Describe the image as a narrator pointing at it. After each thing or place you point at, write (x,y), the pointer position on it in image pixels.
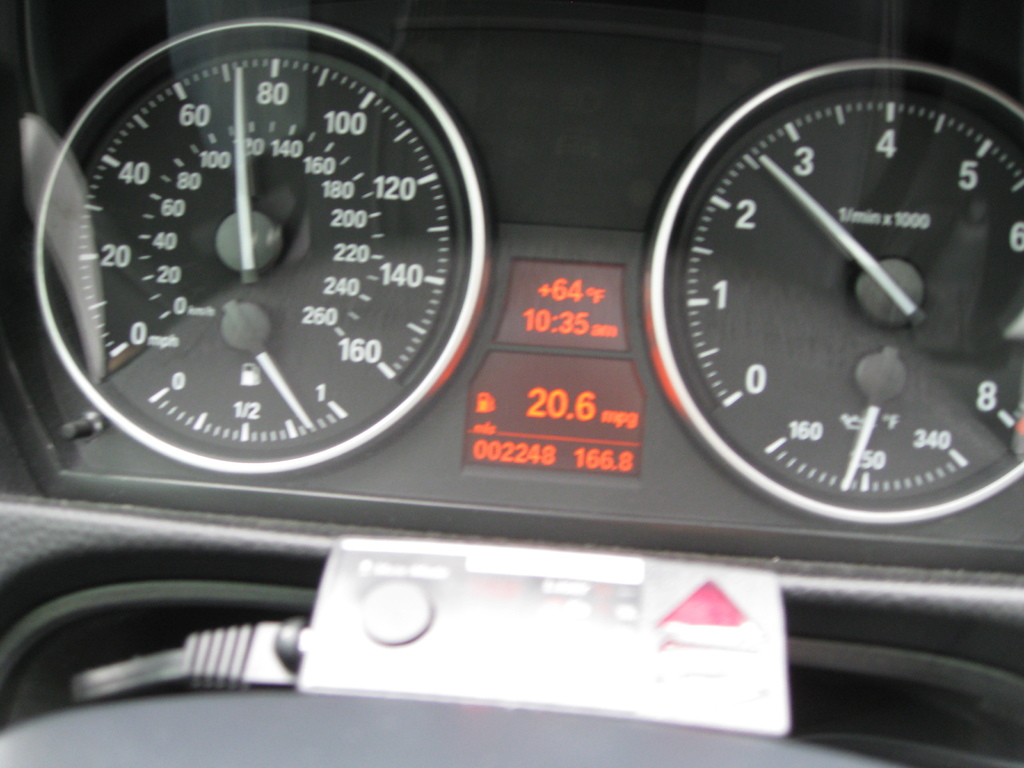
Here in this picture we can see speedometers (417,190) present on the dashboard (496,257) of a car (136,534).
